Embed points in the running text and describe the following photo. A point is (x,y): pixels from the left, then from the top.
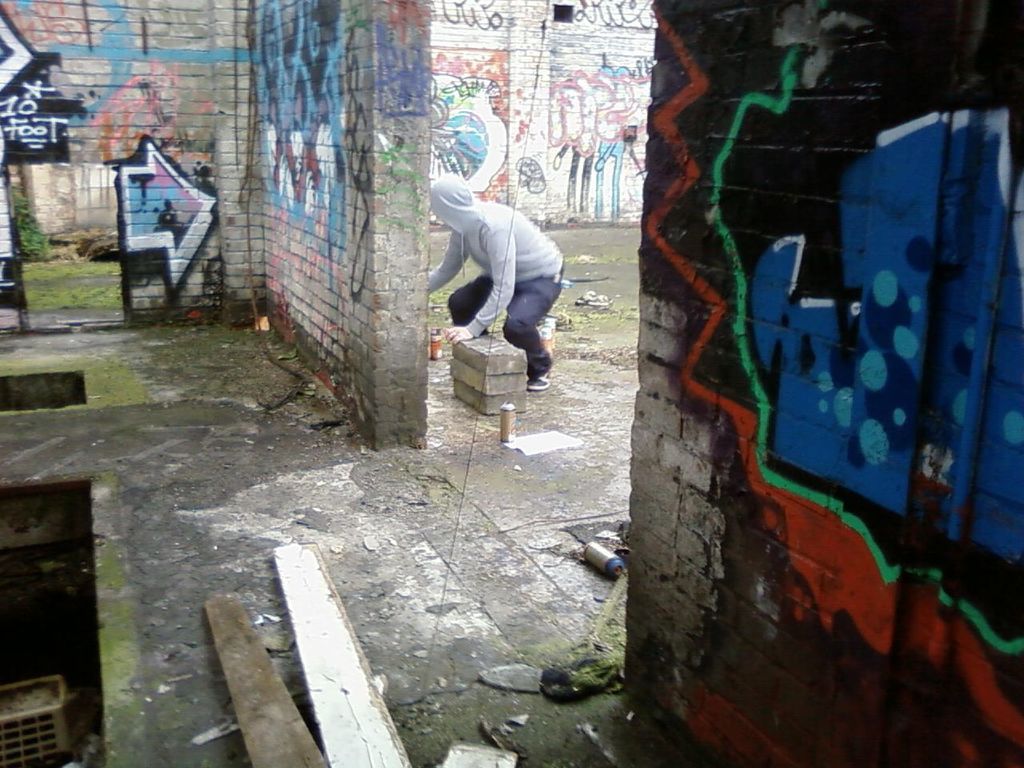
In this image we can see a person (526,330). At the bottom (402,741) there are wooden blocks (300,552) and we can see bricks (494,390). In the background (553,150) there are walls (250,143) and we can see graffiti (343,216) on the walls (403,155).
